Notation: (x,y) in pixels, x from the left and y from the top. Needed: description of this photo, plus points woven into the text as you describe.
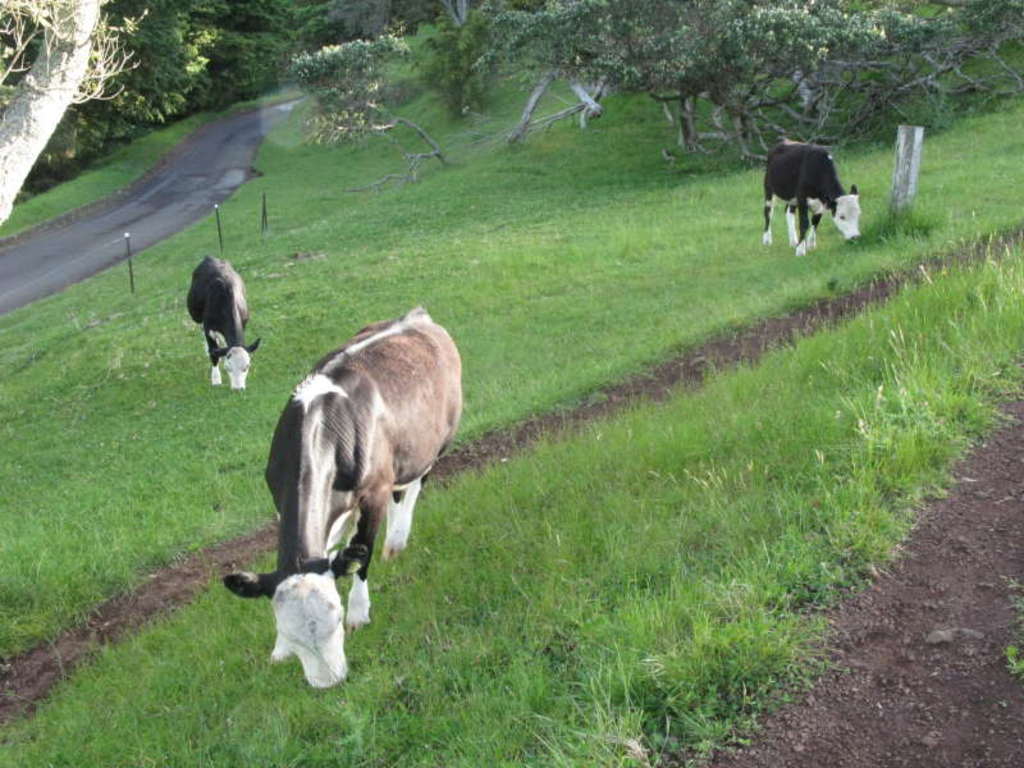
In this image, I can see three cows (800,194) standing and eating the grass (635,673). This looks like a pathway (949,539). I can see the trees (545,78) with the branches (886,87) and leaves (153,71). This is a road (178,176).
